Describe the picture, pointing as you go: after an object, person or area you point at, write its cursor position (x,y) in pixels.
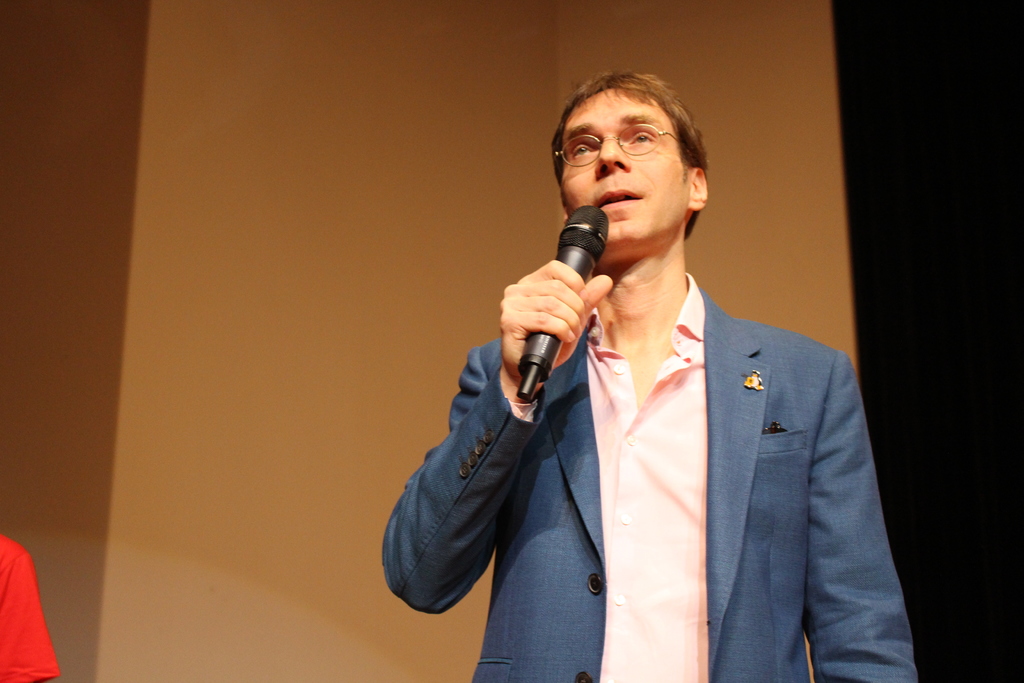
This picture shows a man (795,349) standing and speaking by holding a microphone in his hand (527,324).
